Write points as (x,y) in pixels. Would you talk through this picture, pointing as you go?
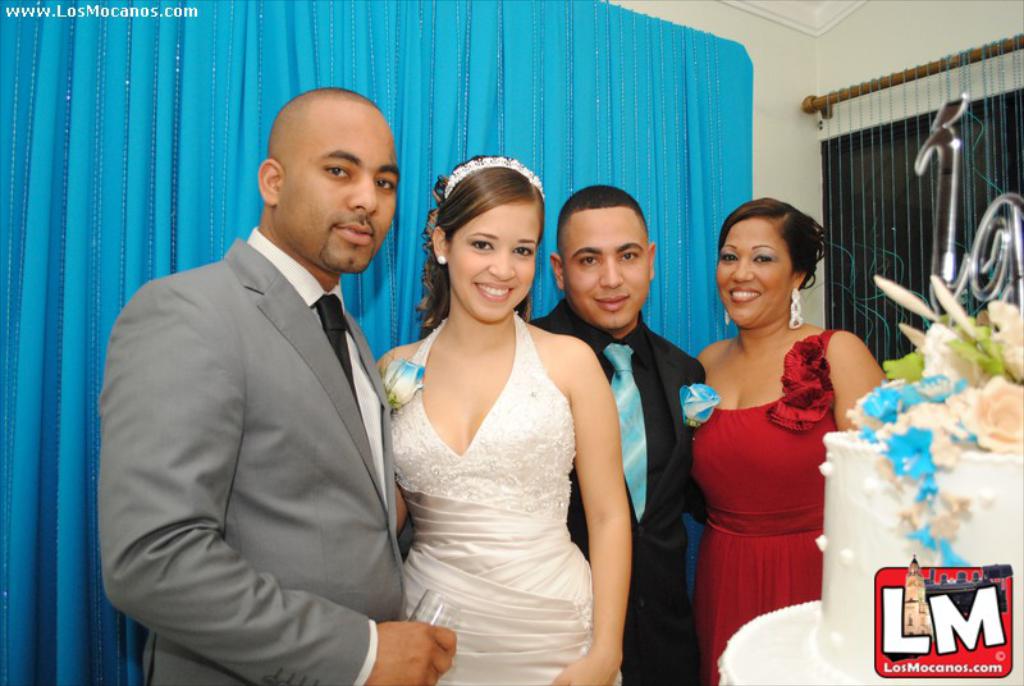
This picture is clicked inside the room (513,282). Here, we see four people (449,349) standing. Among them, two are men (559,327) and two are women (463,353) and all of them are smiling. Behind them, we see a blue curtain (532,94) and a white wall (776,112). In the right bottom of the picture (841,535), we see a cake (896,508) placed on the table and we even see the logo (913,621) of the company.
